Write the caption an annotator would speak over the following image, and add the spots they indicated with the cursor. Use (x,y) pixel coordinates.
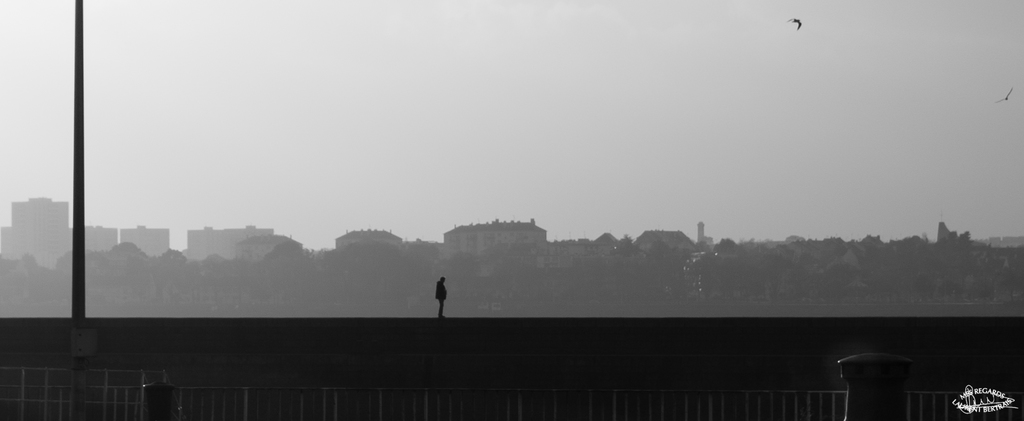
In this image there is a man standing on a wall (422,347), in the background (901,262) there are trees (365,261) buildings (114,237) and the sky (142,168), in foreground (88,398) there is a railing (707,399), pole (79,360), on the bottom right (977,400) there is a logo (963,404).
